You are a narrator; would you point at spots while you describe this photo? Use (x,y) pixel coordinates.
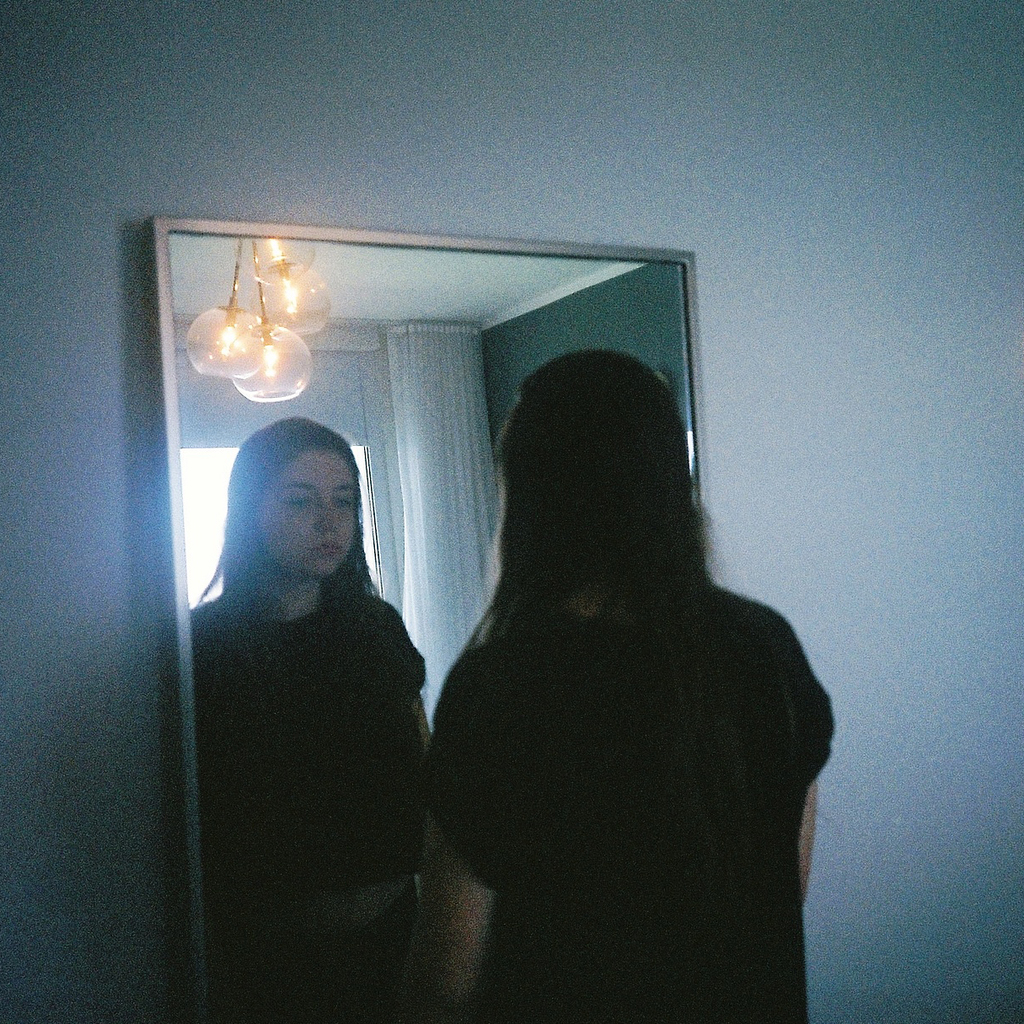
In this image there is a woman (658,861) who is standing on the floor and looking into the mirror (414,453) which is in front of her. At the top (247,322) there are lights (225,315).
